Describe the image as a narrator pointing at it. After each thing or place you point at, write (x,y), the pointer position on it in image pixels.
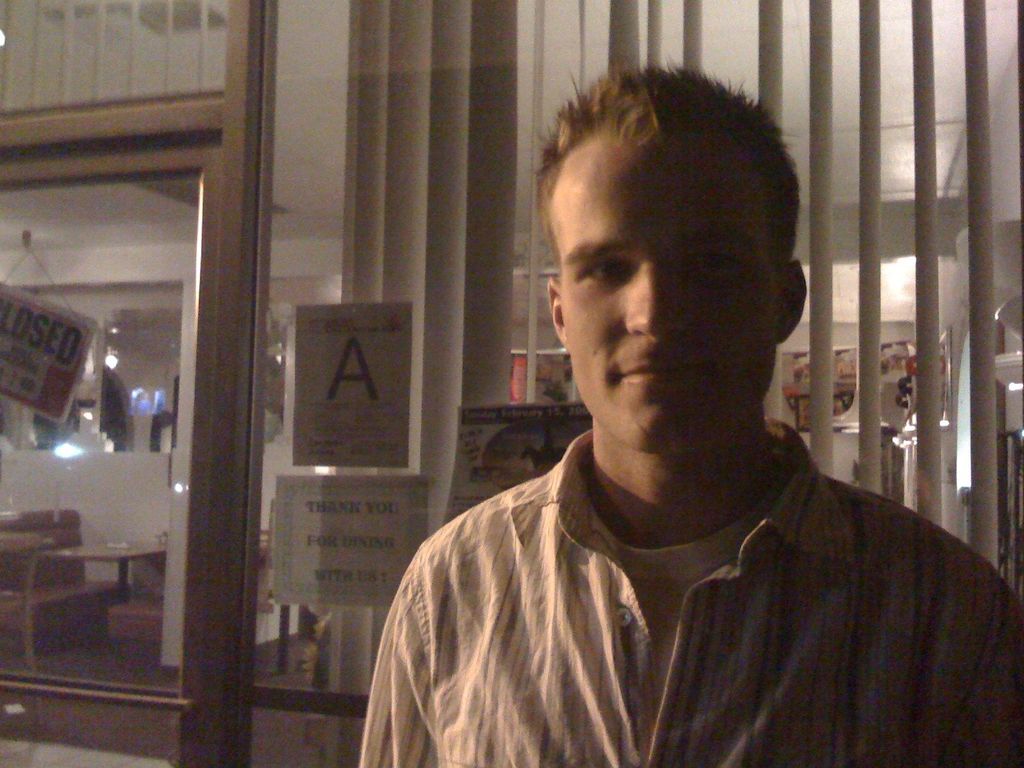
In the center of the image (609,477) there is a person (572,724). In the background (107,450) there is a glass window (93,424) and curtain (428,151).
